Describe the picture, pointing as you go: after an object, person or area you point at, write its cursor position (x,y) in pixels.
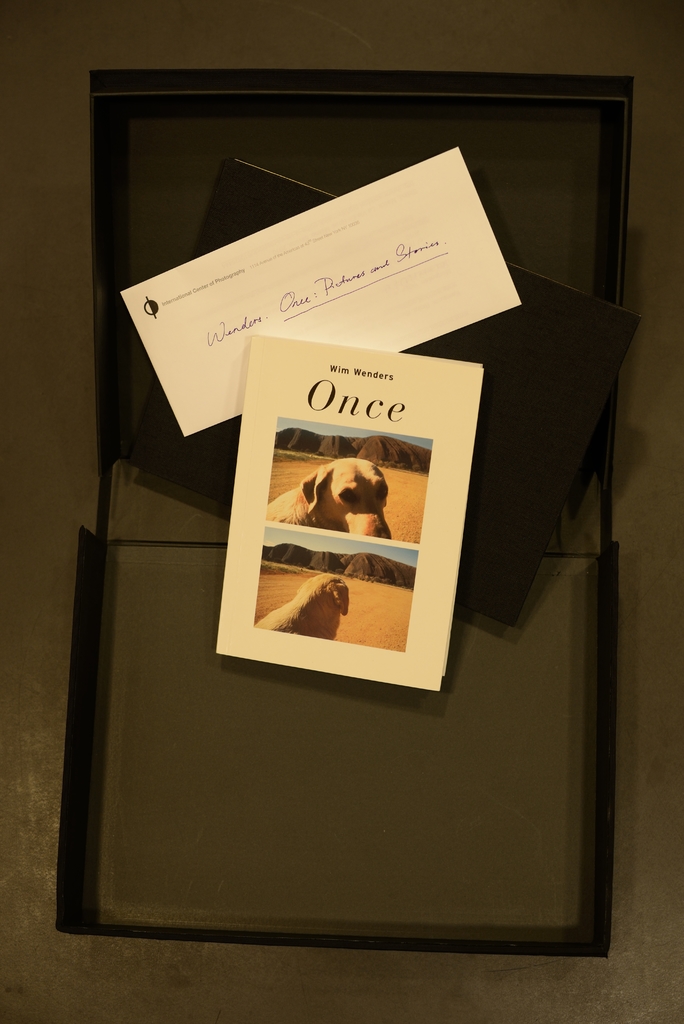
We can see a book (325,367) and an envelope (272,317) in a box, on this book (357,510) we can see dogs (286,626).
